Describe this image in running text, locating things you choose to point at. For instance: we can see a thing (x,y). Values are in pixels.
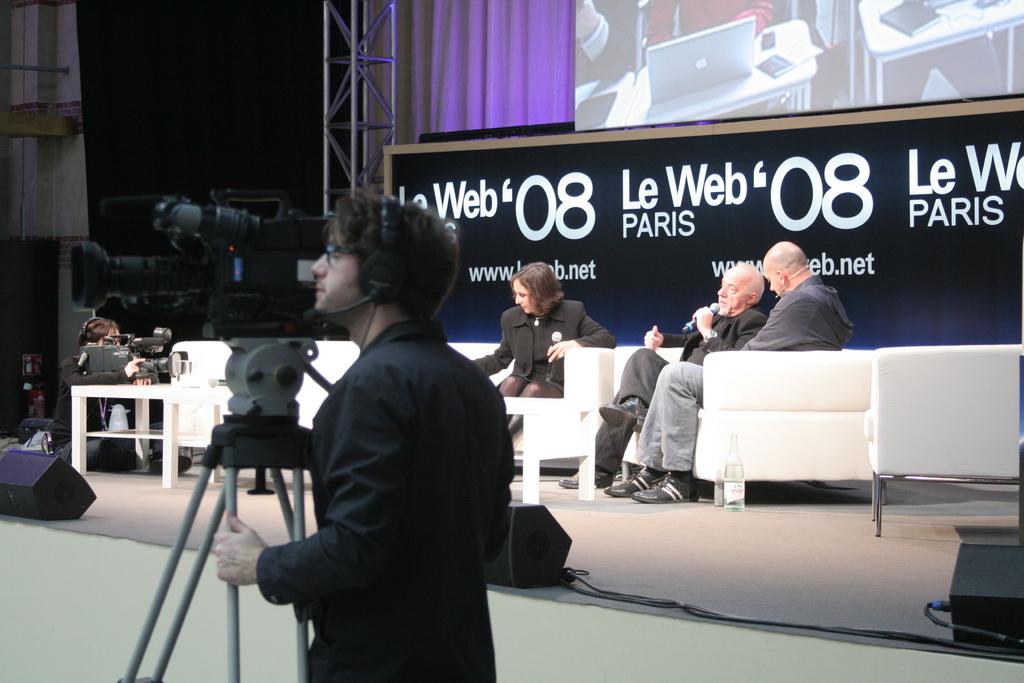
In this image i can see a person (370,410) holding a camera (284,264) and behind him i can see a people (683,359) sitting on the chairs (821,397), board (987,257) with some text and stand (358,70).
